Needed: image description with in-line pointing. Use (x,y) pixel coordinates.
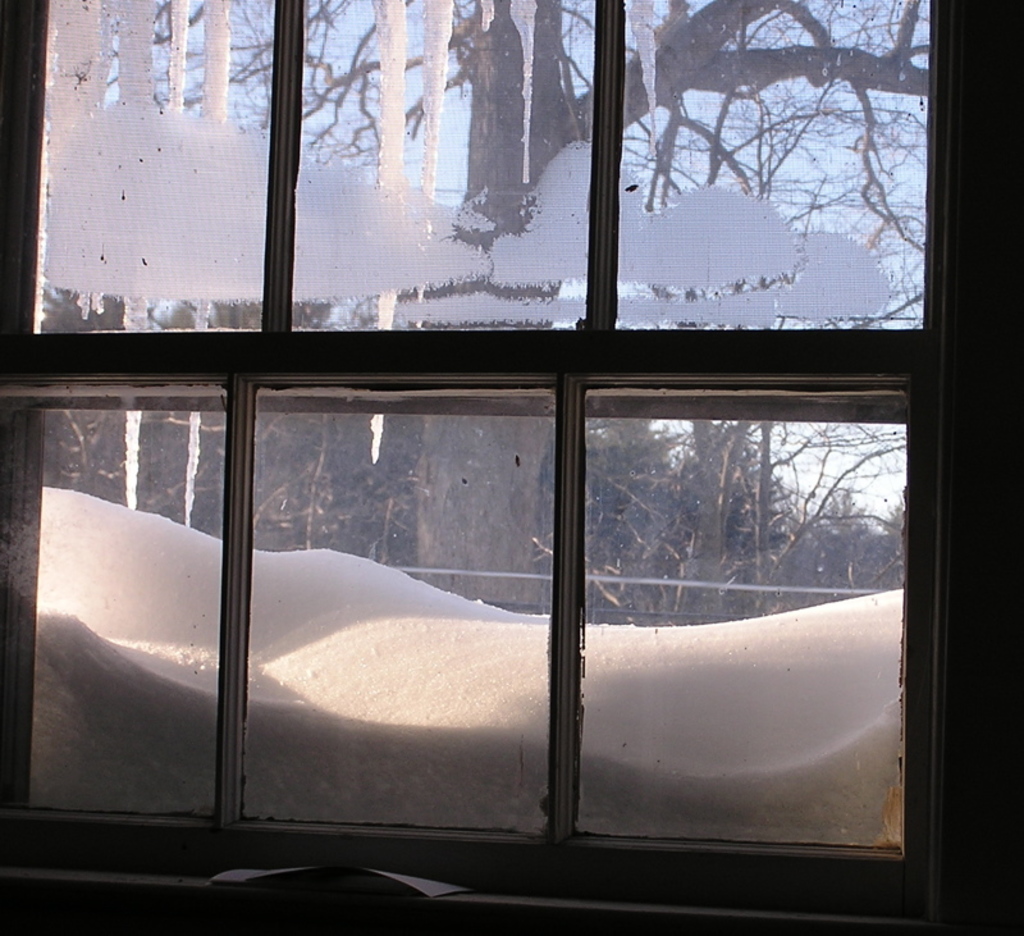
In this image in front (711,669) there is a glass window (523,425). Through which we can see snow (720,653) and trees (642,491).
